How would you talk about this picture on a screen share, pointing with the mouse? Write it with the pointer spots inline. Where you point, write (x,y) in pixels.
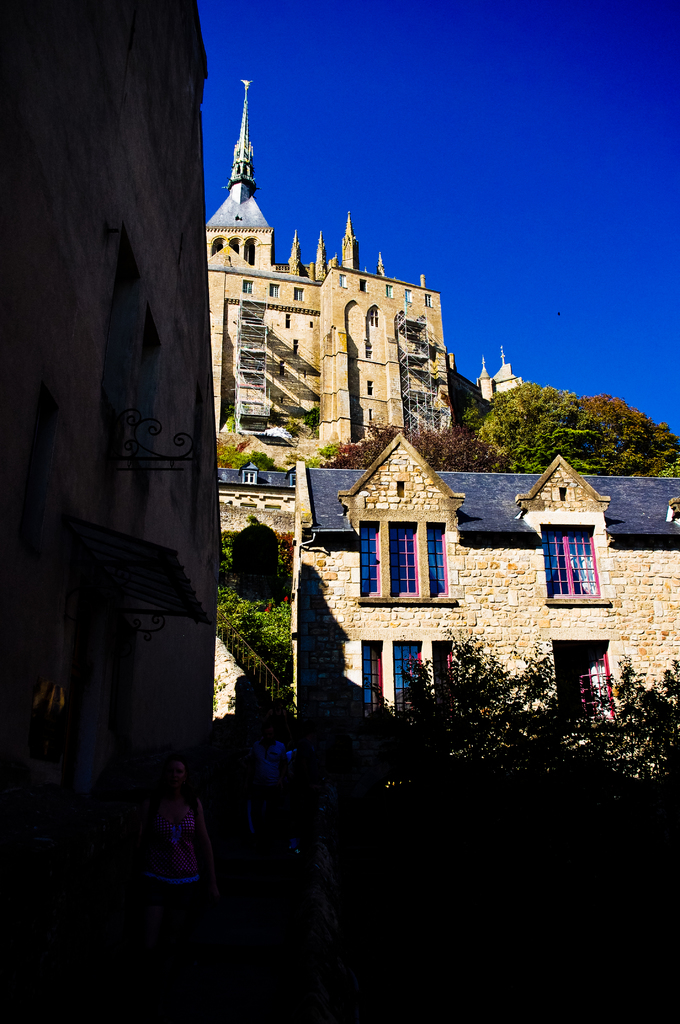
In this image, we can see some buildings (388,400) and there are some trees (641,442), at the top (442,138) there is a blue sky (505,104).
